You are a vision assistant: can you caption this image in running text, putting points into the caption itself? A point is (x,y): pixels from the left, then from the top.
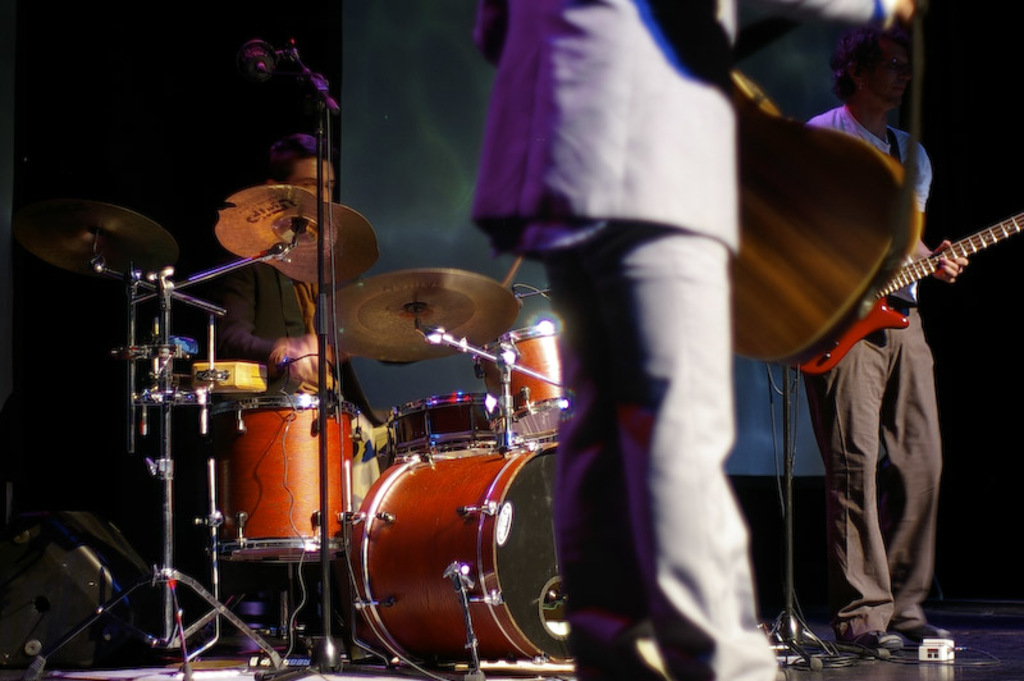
This is a picture of a live concert. In the foreground (660,476) there is a man (707,297) standing and holding a guitar (805,295). To the right (879,91) there is a man (867,615) standing and playing guitar (889,316). In the background (261,316) there is a man (261,339) sitting and playing drums (399,442). In the background (412,174) there is a screen (749,429).
